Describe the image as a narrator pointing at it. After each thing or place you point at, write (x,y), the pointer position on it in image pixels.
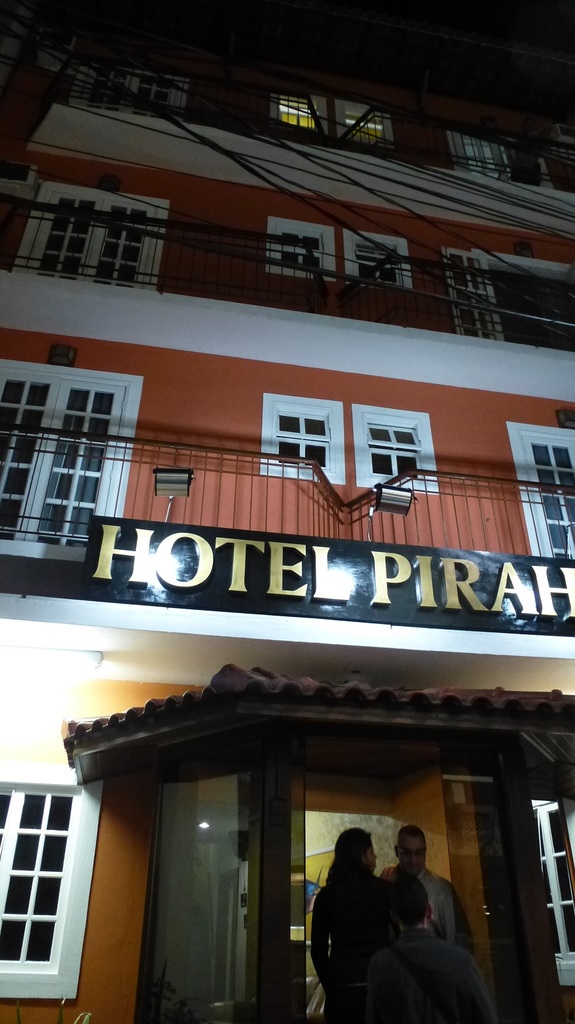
In this image I can see few persons (394,910) standing and a building (229,447) which is brown, white and black in color. I can see few windows (303,417) of the building (147,459), few lights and a black colored board (240,555) to the building (466,546). I can see few wires (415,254) and in the background (553,29) I can see the sky (536,20).
